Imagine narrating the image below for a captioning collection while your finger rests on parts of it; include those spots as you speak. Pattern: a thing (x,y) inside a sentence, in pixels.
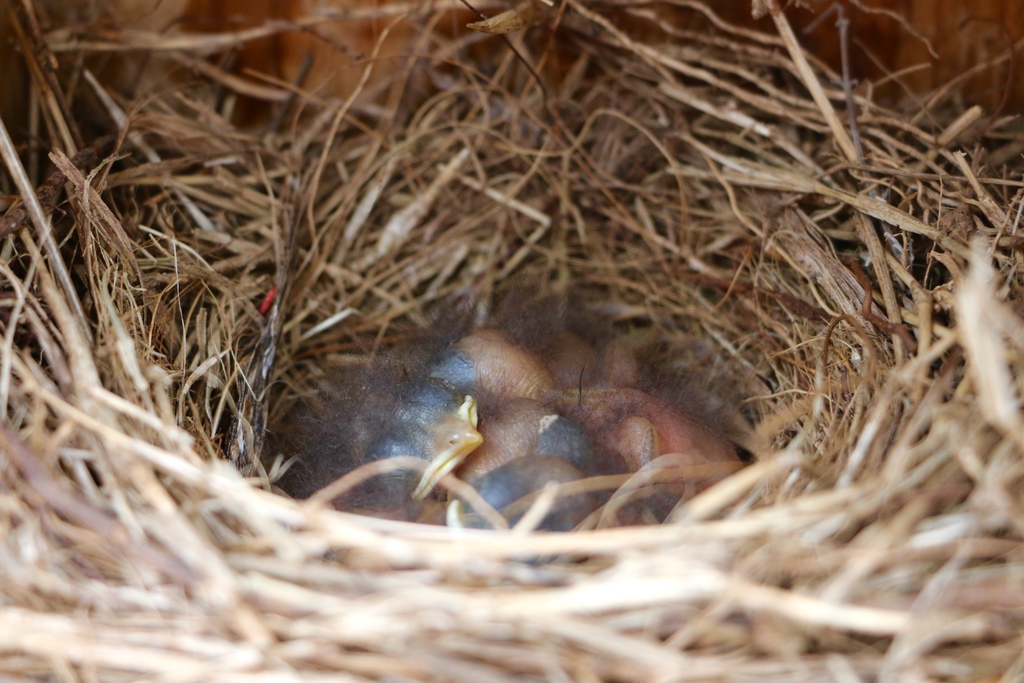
In this image I can see the baby birds (504,407) inside the nest (316,272). The nest (328,530) is in brown color.
